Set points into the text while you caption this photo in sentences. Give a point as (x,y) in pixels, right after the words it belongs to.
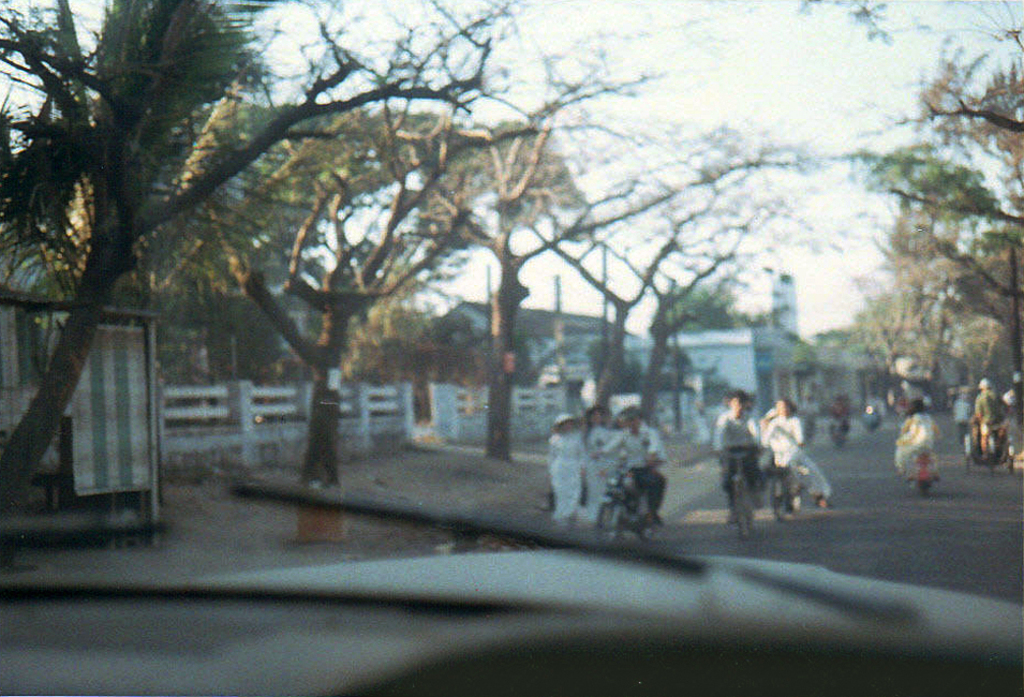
In this image we can see the windscreen (513,559) of a vehicle (705,585). Through the windscreen (361,497) we can see few persons (657,462) are riding vehicles (629,481) and bicycles (746,519) on the road (702,527) and there are few persons (584,501) walking on the road (740,539) and we can see trees (412,374), fence (535,398), buildings (776,393), poles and sky (397,117).
